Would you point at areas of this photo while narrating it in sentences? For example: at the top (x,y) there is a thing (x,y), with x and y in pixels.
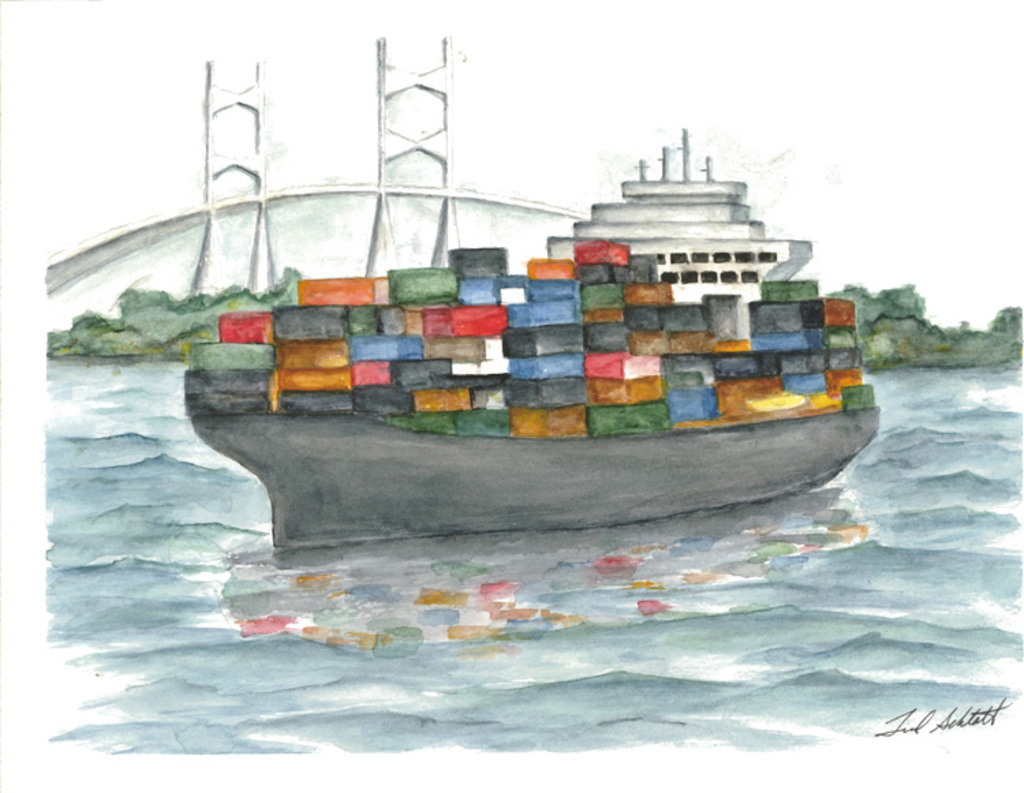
In the picture I can see a painting (521,402) of a ship (490,366), water (215,568), trees (968,338) and a bridge (460,196). Here on the bottom right corner of the image (984,722) I can see something written (925,719) on the image.
